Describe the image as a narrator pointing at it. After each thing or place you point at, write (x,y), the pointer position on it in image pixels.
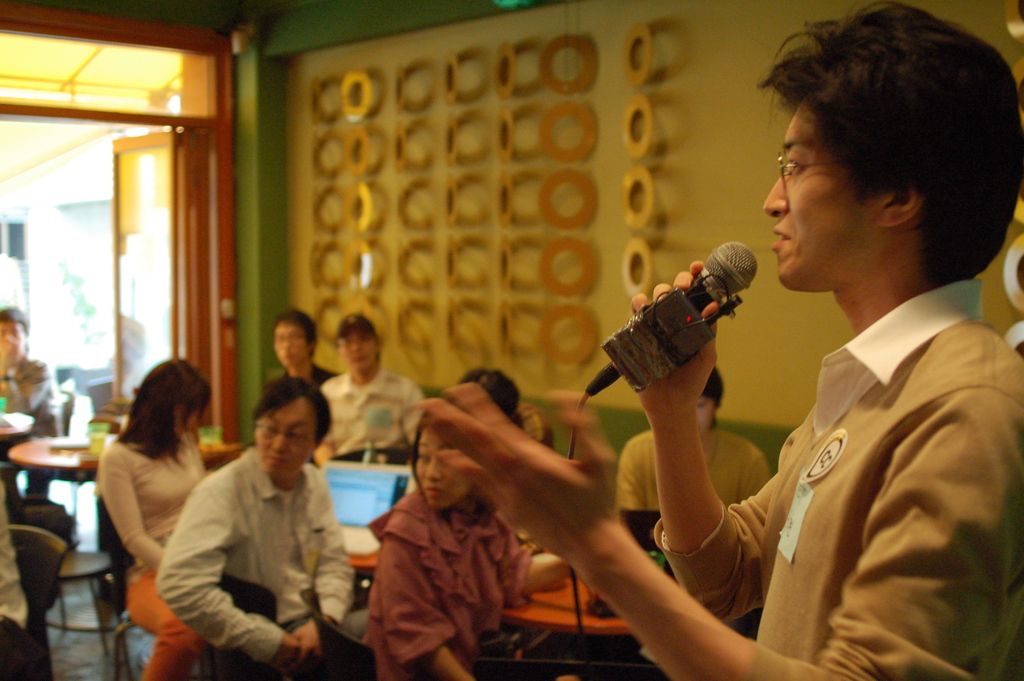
In the bottom right corner of the image (814,611) a person (944,254) is standing and holding a microphone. Behind him few people (4,333) are sitting on chairs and there are some tables (84,462), on the tables (96,466) there are some glasses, bottles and laptops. Behind them there is wall (439,299) and door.
